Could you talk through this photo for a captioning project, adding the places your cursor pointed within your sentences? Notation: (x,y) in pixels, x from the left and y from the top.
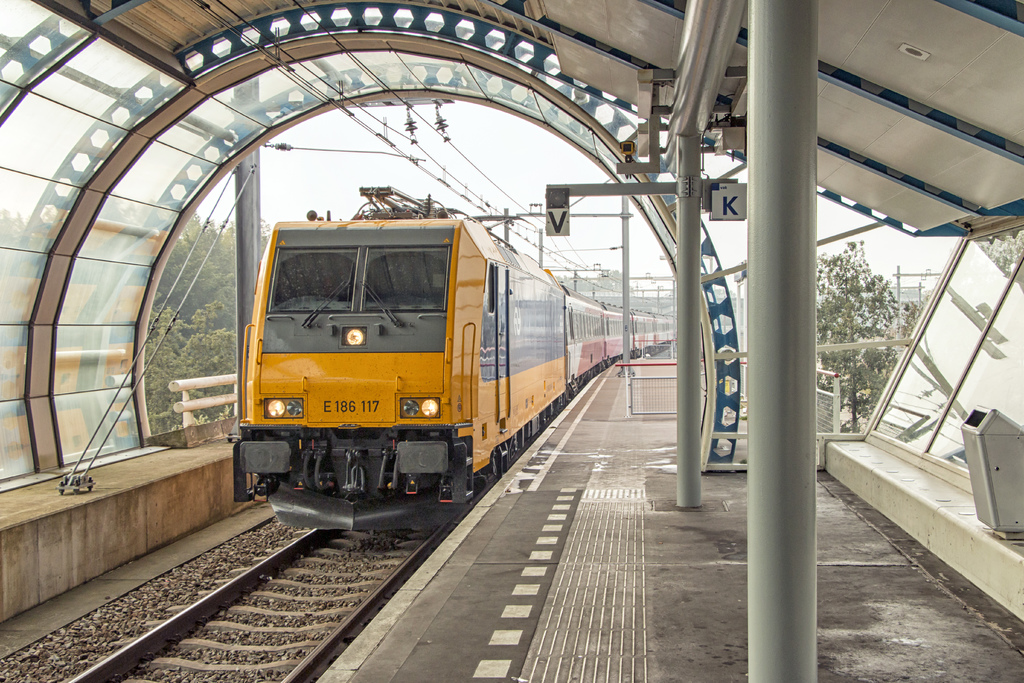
In this picture I can see there is a train (384,409) here and there is a track (258,628) here and in the backdrop (574,270) I can see there is a electric pole (627,333) with some cables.
